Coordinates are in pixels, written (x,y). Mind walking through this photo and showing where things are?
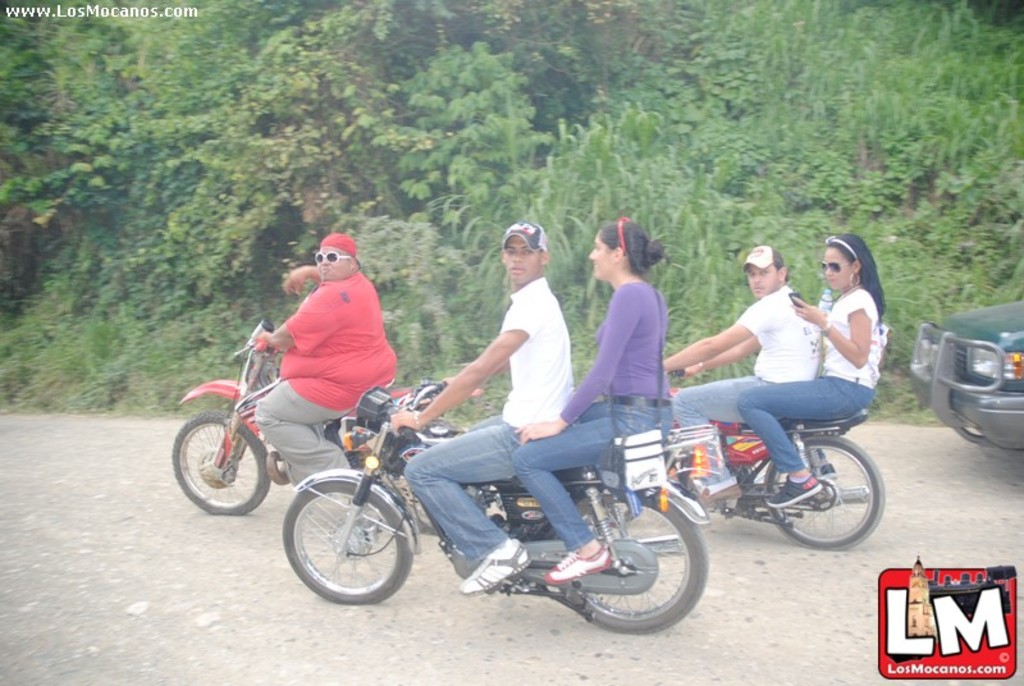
The picture is taken on the road (417,566) where the people (425,484) are riding bikes (684,448), behind them there is a car (965,394) and there are trees (76,223). In the middle of the picture (478,455) on the bike (376,529) the man (483,452) is wearing white shirt (537,378) and woman (626,367) behind him wearing a purple shirt (639,387) and a sling bag (634,455) and in the left corner of the picture (296,437) the man (296,413) is wearing a red shirt (316,378) and glasses (331,256).
